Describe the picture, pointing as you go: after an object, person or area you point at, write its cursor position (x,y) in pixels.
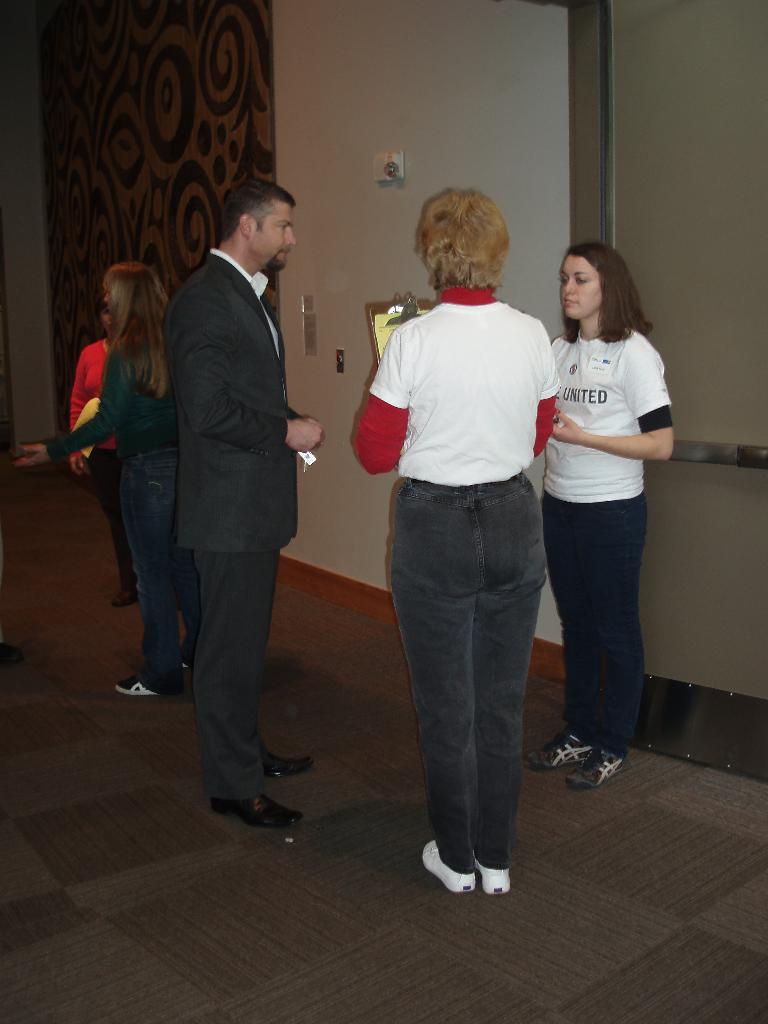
In this image there are people (412,560) standing on a floor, in the background (551,94) there is a wall (319,5) to that wall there is a door (673,314) and a curtain (265,150).
